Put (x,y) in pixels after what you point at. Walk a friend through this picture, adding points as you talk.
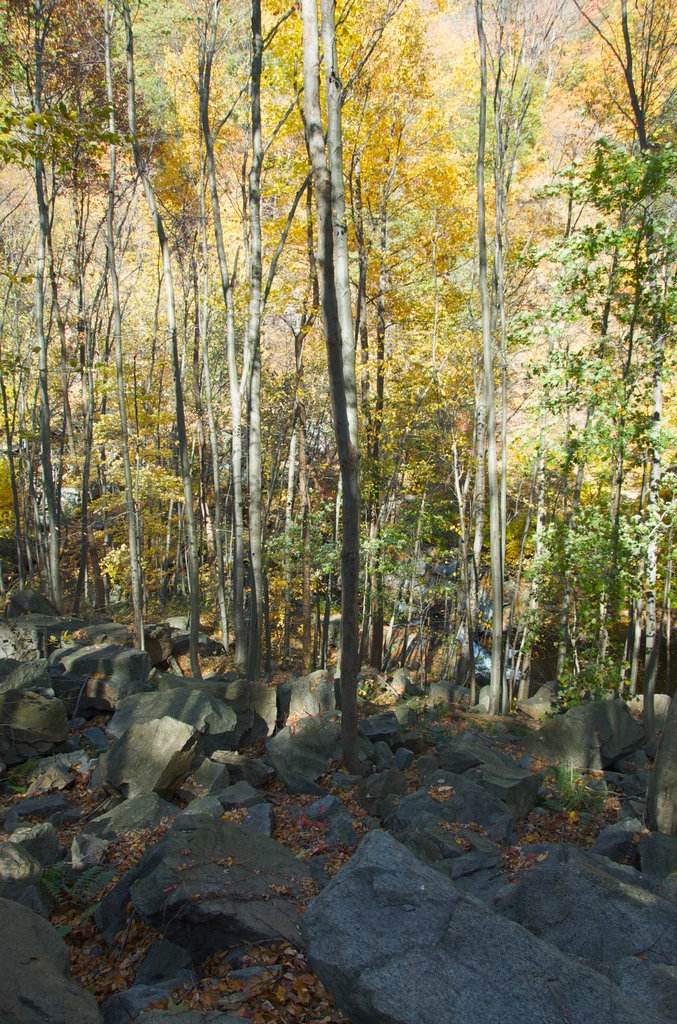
This image looks like it is clicked in a forest (235,473). There are many trees (302,545) in background (416,589). At the bottom (322,888), there are rocks (161,928).
